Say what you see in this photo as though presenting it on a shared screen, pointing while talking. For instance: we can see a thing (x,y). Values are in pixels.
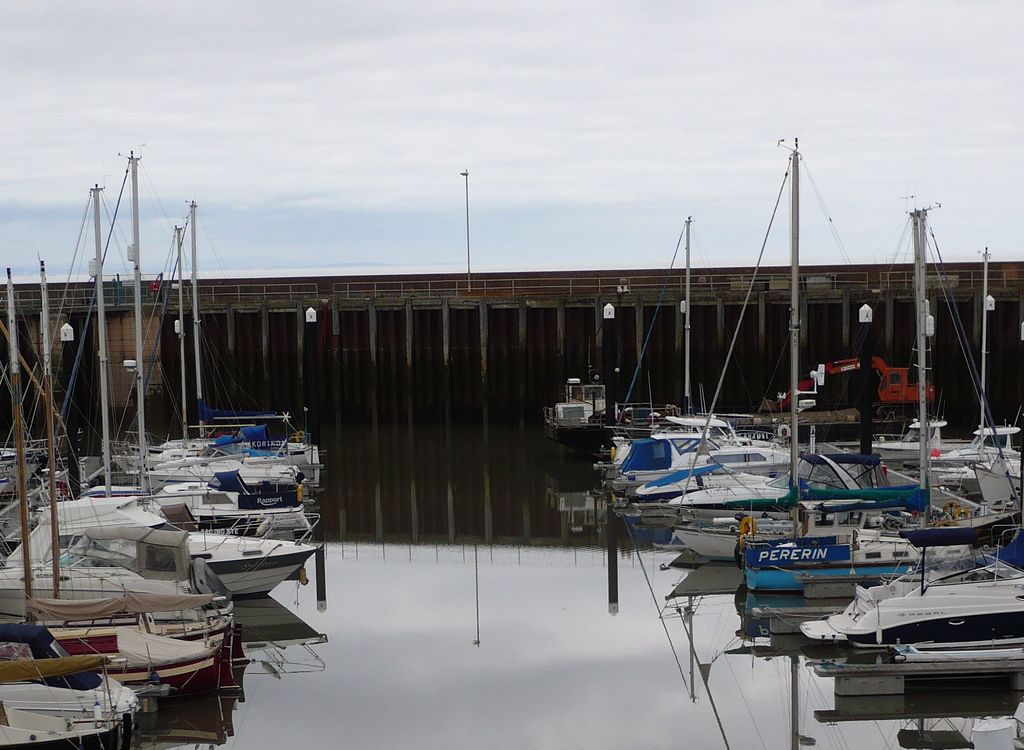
In this image, we can see ships (83,508) and in the background (349,308), there is a bridge (492,286) and we can see a pole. At the top (470,113), there is sky (506,105).
